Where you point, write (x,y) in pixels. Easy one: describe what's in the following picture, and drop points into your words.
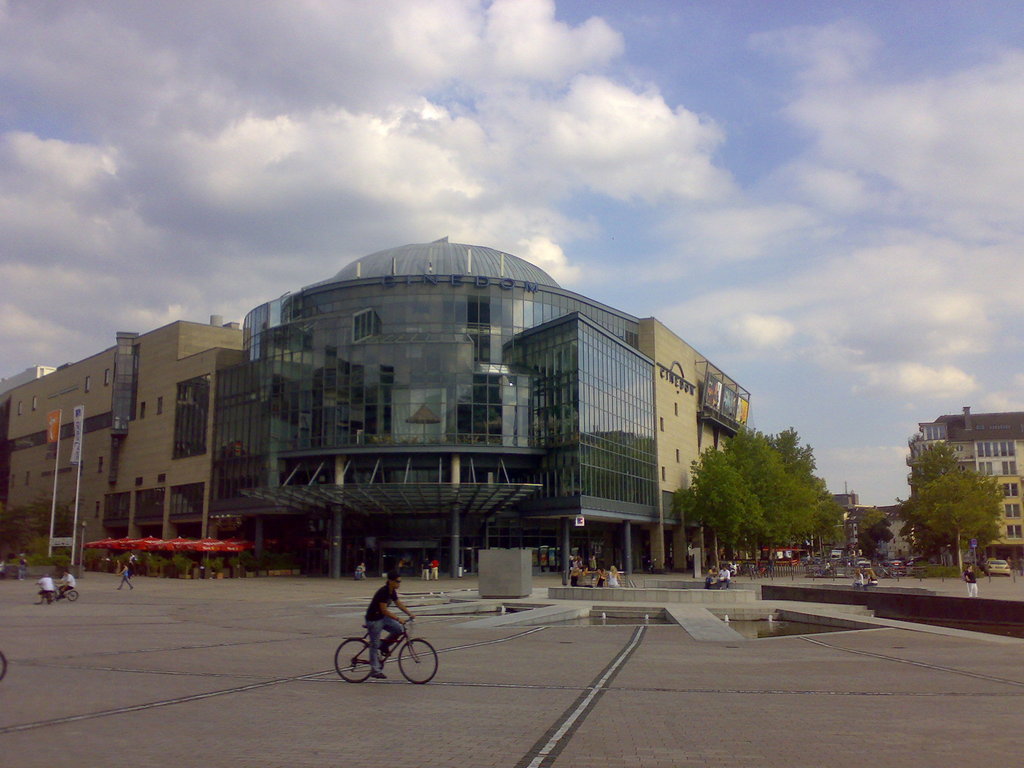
In this picture we can see some building (253,428), in front we can see few people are walking and some people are riding bicycle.
